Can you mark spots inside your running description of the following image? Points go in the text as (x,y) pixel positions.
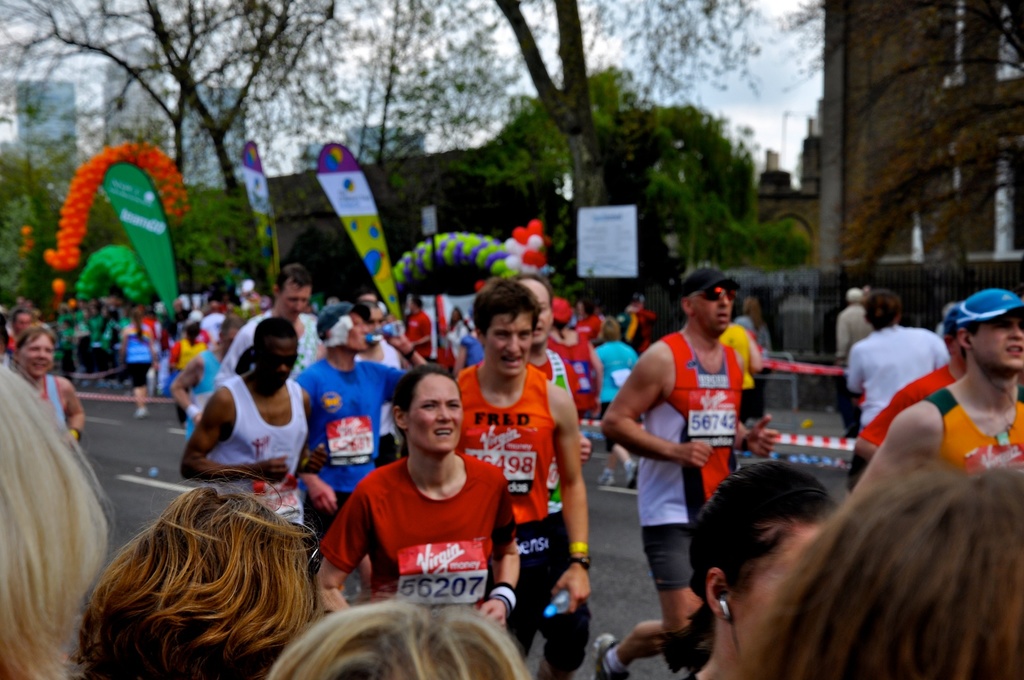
In the center of the image (496,432) we can see many persons (613,413) running on the road (627,526). In the background (233,208) we can see balloons (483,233), advertisements (594,253), persons (421,340), road (158,406), fencing (788,295), trees (670,157), buildings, sky (707,107) and clouds (744,127).
